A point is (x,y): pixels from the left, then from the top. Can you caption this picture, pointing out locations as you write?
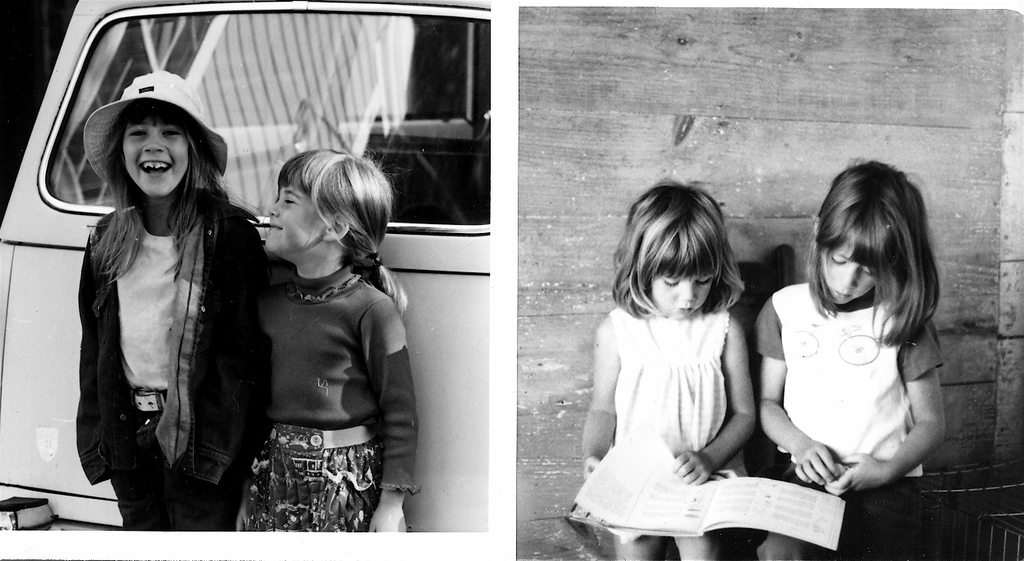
In this image on the right side (718,242) there are two girls (734,286) looking into a book (692,486). On the left side (143,345) there are other two girls (196,332) who are smiling.
